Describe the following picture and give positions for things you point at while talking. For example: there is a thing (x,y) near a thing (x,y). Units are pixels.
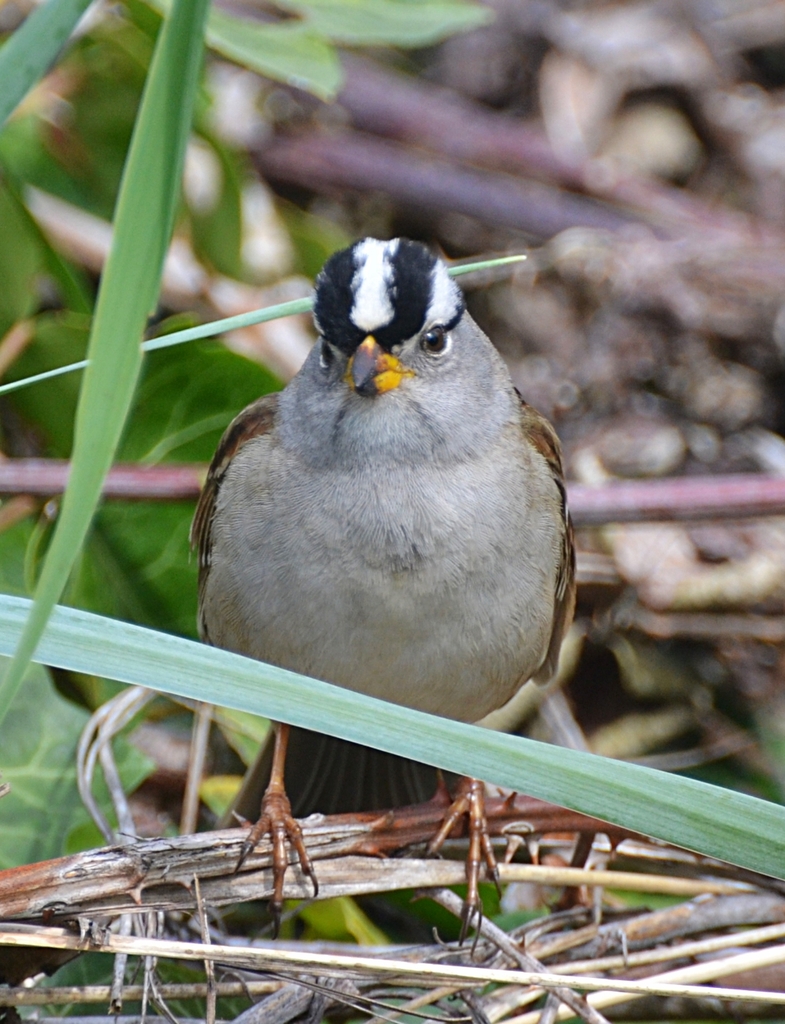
In this image we can see a bird (412,646) on a branch (499,798), there we can see few branches (289,989) and leaves (204,258).
